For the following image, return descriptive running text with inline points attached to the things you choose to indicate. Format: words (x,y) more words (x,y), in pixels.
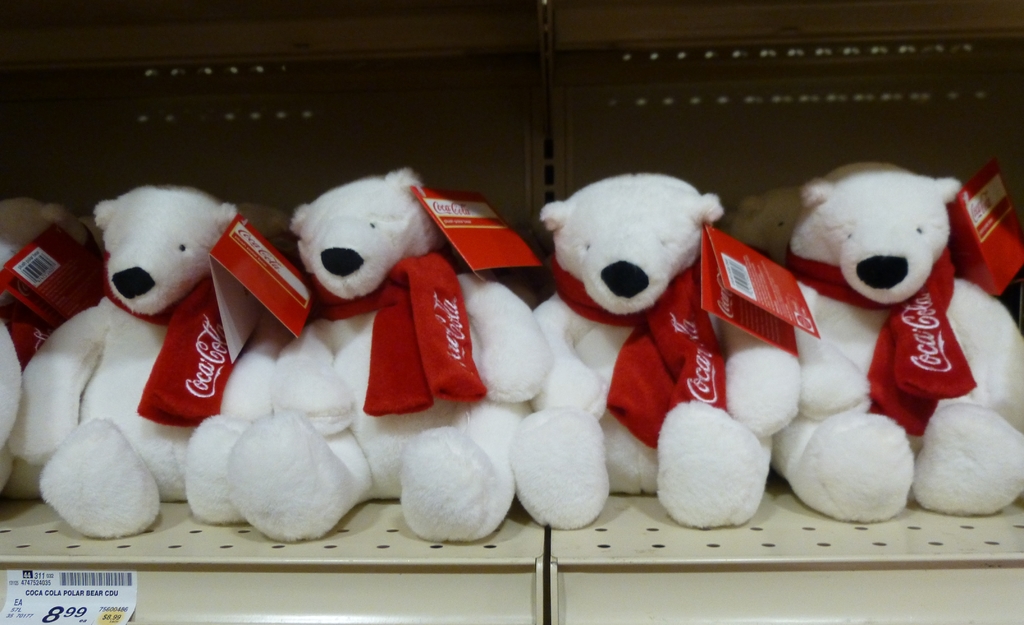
In this image we can see some toys (383,349) on the surface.
